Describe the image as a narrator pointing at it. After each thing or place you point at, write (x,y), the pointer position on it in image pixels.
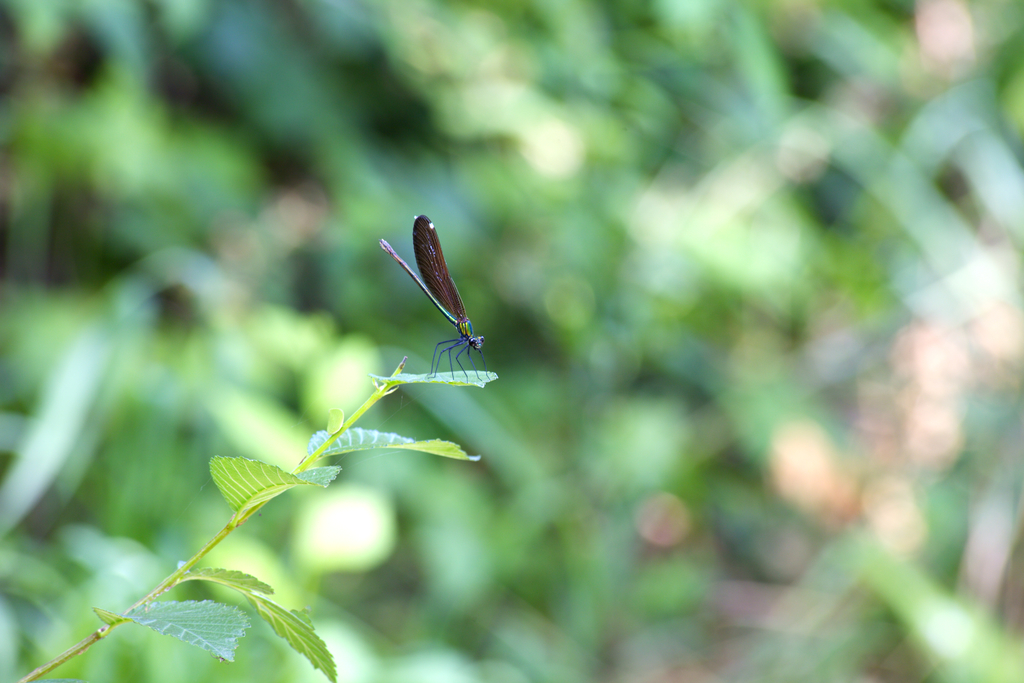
In this picture, we see the insect (421,251) is on the leaf (434,375) of the plant (313,446). The insect (434,242) is in brown color. In the background (460,246), we see the plants (577,443) or trees (603,338). This picture is blurred in the background (705,229).
